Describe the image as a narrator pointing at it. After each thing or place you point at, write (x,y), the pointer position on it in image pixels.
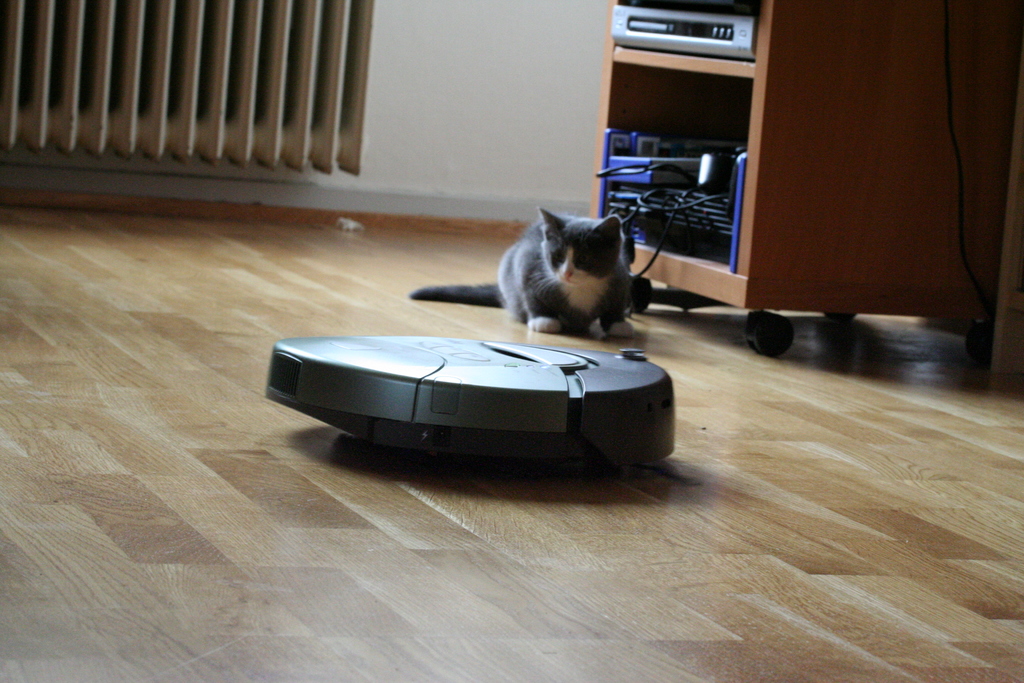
In this image we can see a cat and a vacuum robot (444,389) on the floor (324,512), a cupboard (800,214) which has disc player (664,30) in it. In the background (442,114) we can see walls (488,111).
